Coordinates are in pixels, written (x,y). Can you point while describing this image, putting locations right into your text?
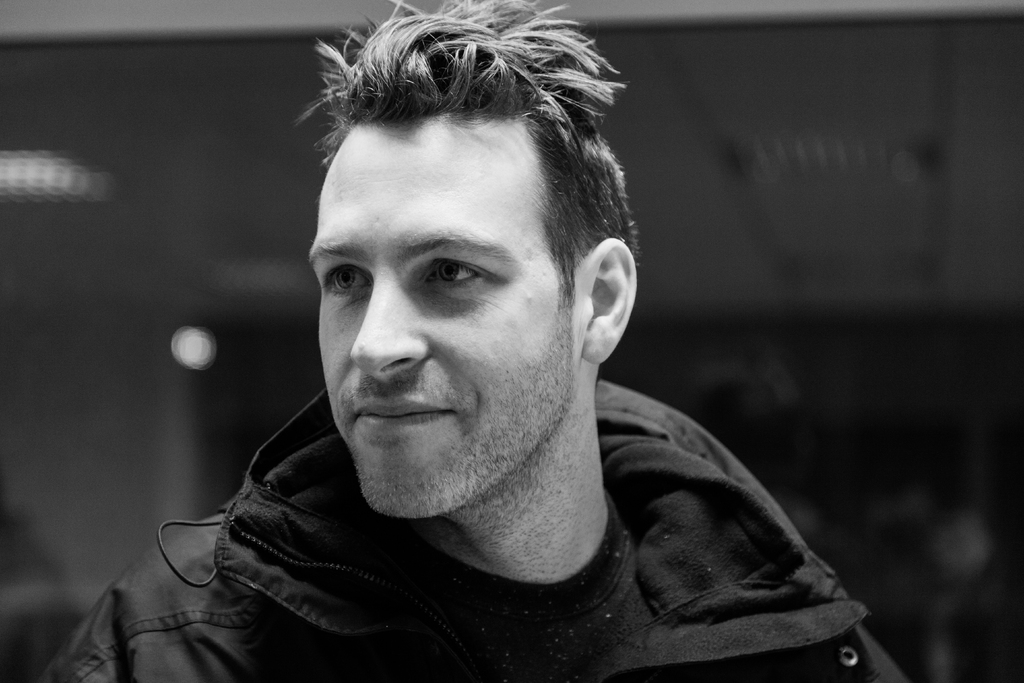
In the foreground of this black and white image, there is a man (498,346) and the background (868,202) image is blur.
